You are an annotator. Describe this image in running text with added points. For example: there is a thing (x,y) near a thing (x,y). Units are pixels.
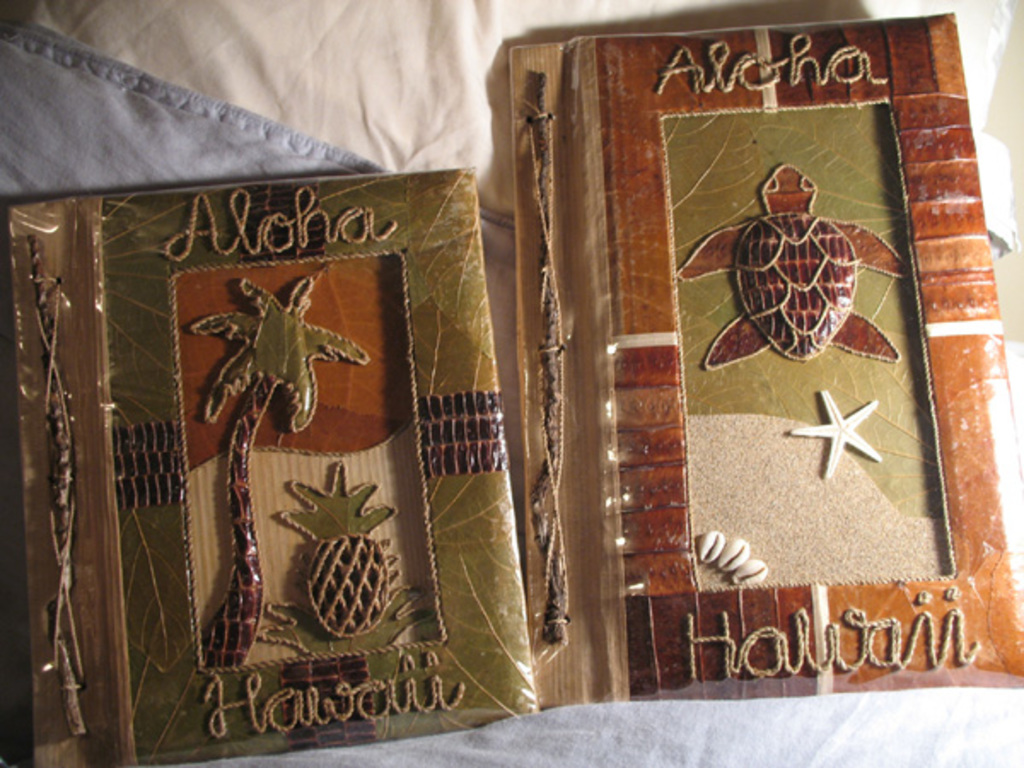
This image is taken indoors. At the bottom of the image (485,751) there is a bed sheet (546,719). In the middle of the image (671,456) there are two frames (485,657) which is made of a cardboard (612,77). There is an image (290,336) of a tree (228,320), a pineapple (383,552), a starfish (863,443), a tortoise (852,265) and there are a few shells (734,566) on the frame (494,668). There is a text (276,703) with a rope (850,640) on the frames (576,392).
